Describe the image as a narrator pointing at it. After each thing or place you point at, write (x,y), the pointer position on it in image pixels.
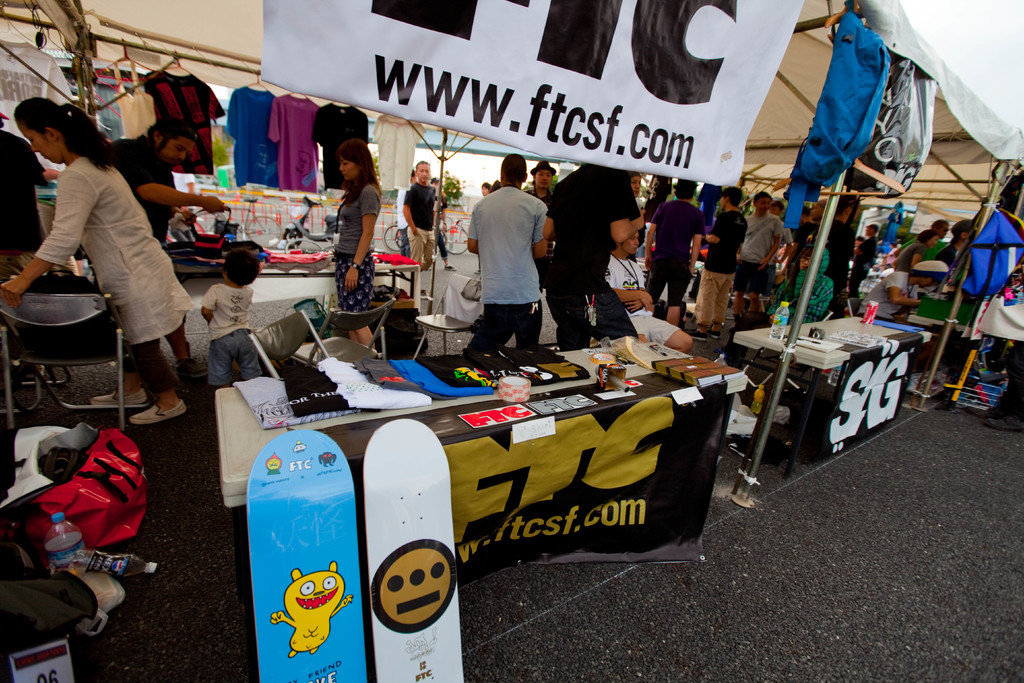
In this image there are stalls (458,473), skate boards (390,432), water bottles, tables (862,324), chairs (17,362), books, group of people (686,284) standing, bags (12,637), clothes (23,91) hanged to the hangers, banner (665,18), tent (1021,153).
